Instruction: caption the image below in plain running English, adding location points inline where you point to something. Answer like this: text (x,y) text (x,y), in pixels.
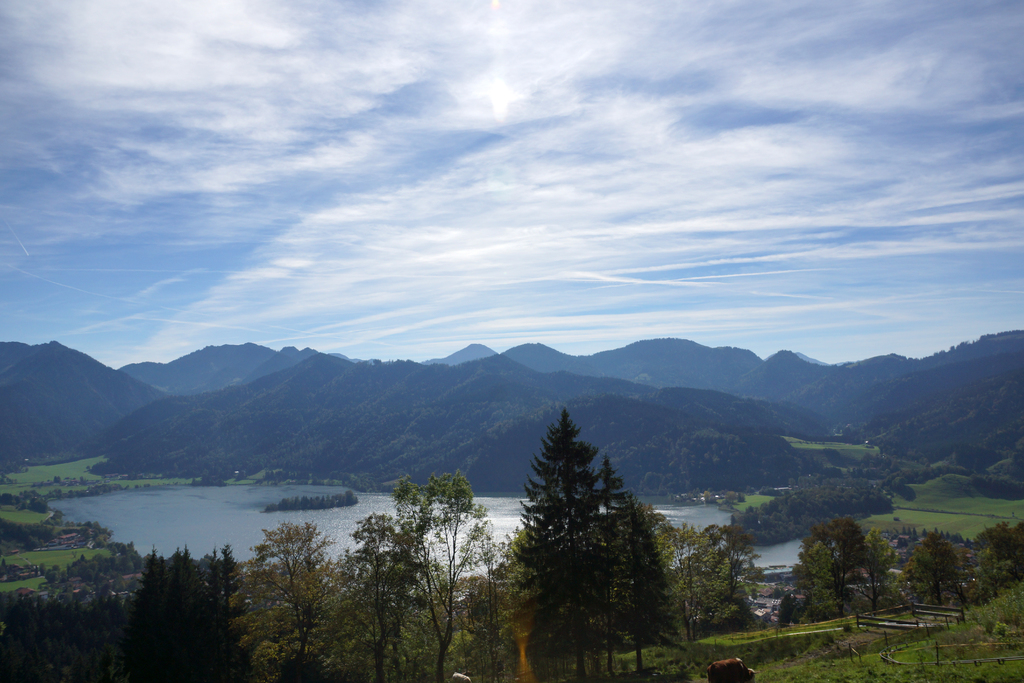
In the foreground of this image (521,575), there are trees (694,555), grassland (852,673) and in the middle of the image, there is a lake (304,523). In the background (182,376), there are mountains (325,366). At the top (454,167), there is the sky (469,78) and the cloud (501,77).
